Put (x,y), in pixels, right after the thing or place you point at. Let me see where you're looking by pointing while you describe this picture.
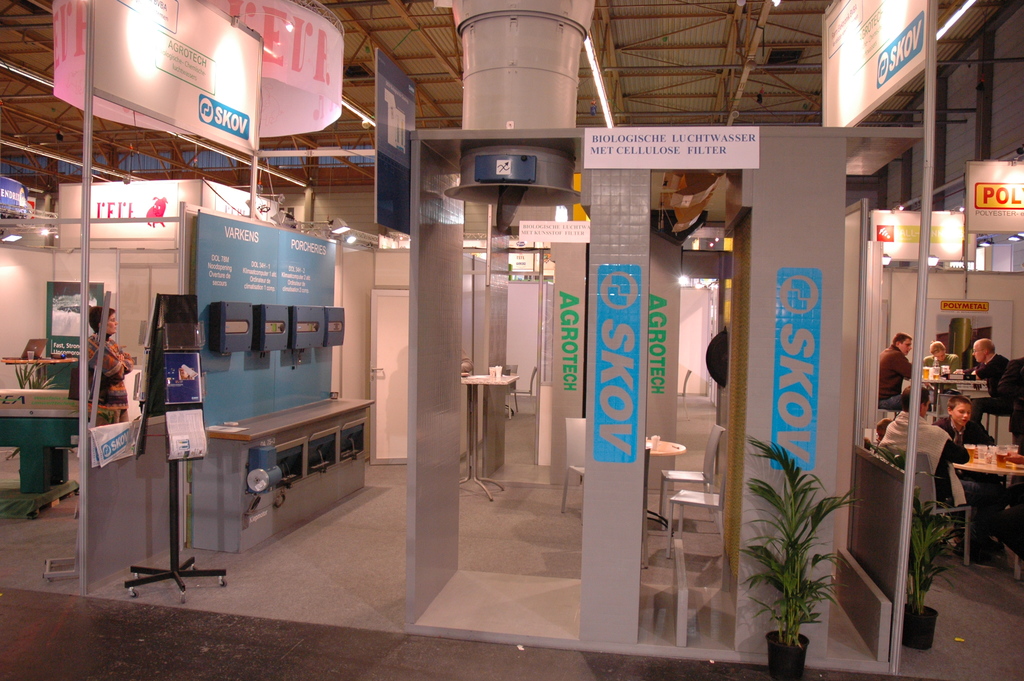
In this image I can see a group of people (906,422) are sitting on the chairs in front of a table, houseplants (783,553), benches (227,445), and meters (270,327). In the background (109,278) I can see a wall (95,266) and doors (387,366). At the top (411,26) I can see a rooftop (431,56) and metal rods (613,60). This image is taken may be in a hall (406,485).
